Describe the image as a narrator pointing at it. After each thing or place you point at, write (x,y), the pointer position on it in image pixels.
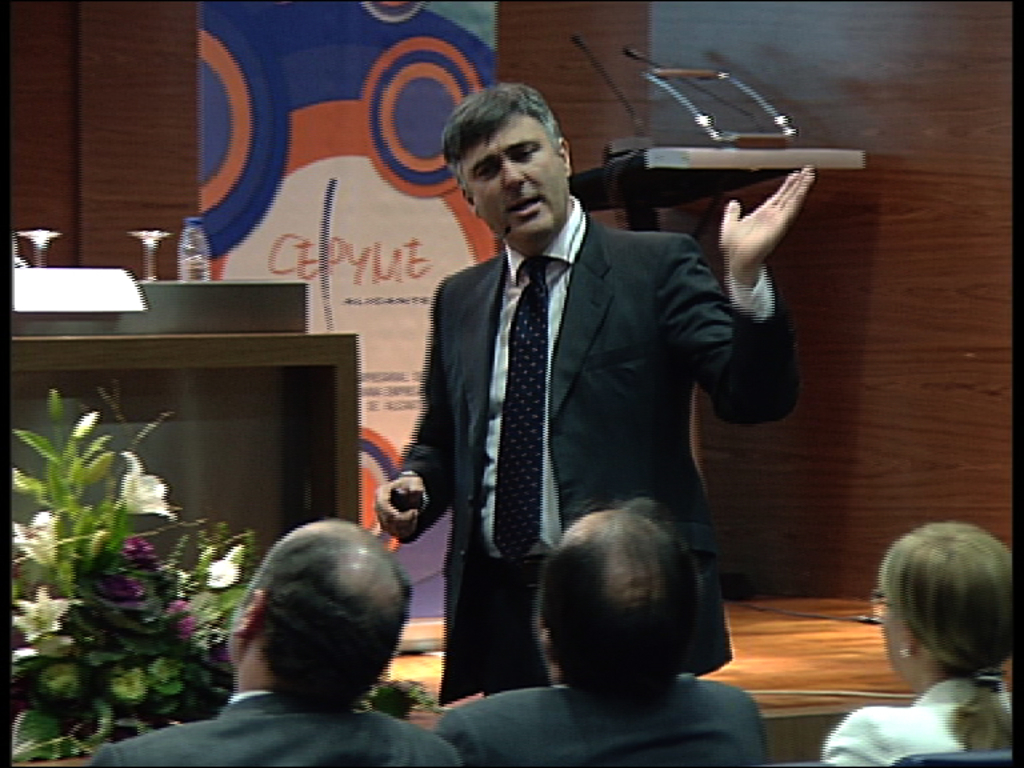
At the bottom of the picture (629,600), we see two men (588,636) and a woman (945,700) are sitting on the chairs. In front of them, we see a man (560,393) in the black blazer (596,430) is standing and he is talking on the microphone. Beside him, we see a flower pot (167,626) or a flower bouquet (160,592). Beside that, we see a table (159,330) on which a book (88,302), water bottle (192,275) and some other objects (154,248) are placed. Behind him, we see a podium (641,167) on which the microphones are placed. In the background (203,129), we see a brown wall (135,145) and a board (398,9) in white, blue and red color with some text (326,281) written on it. This picture might be clicked in the conference hall (708,485).
